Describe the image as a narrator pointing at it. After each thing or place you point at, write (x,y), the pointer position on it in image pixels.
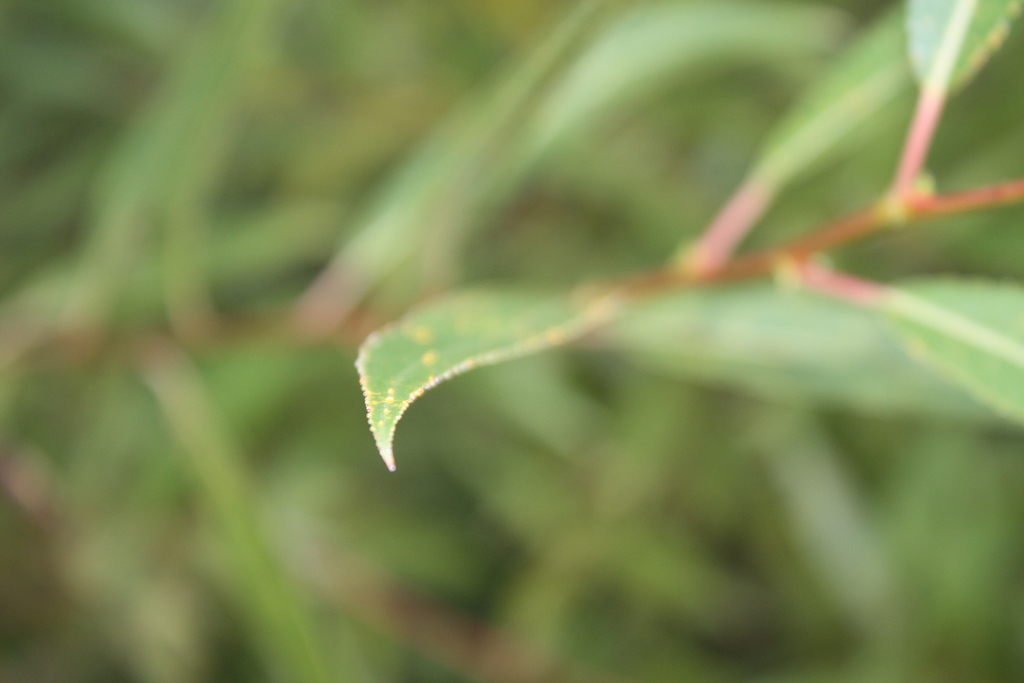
In this picture we can see few leaves (592,315) and blurry background (256,374).
